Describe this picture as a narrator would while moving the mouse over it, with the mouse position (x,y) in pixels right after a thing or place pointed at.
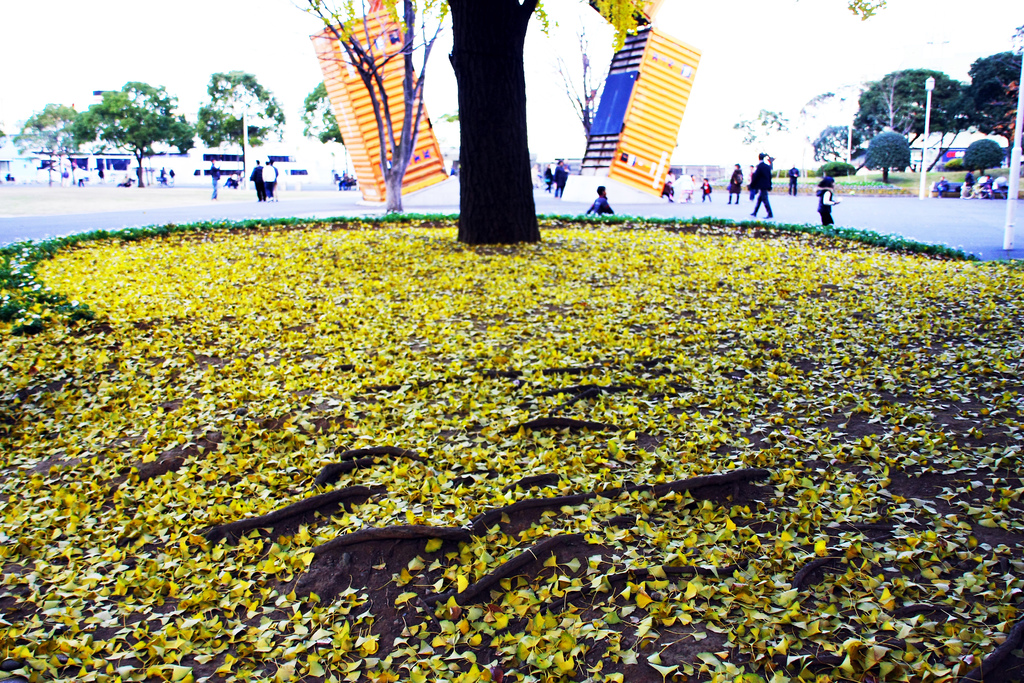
In the center of the image (410,239) we can see trees (515,208), grass (36,308), leaves (399,332) and a few other objects (632,150). And we can see the leaves (597,300) are in yellow color. In the background (817,11), we can see the sky (801,7), poles (1021,94), trees (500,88), banners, buildings (324,152), few people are walking, few people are standing, few people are sitting, few people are holding some objects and a few other objects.
